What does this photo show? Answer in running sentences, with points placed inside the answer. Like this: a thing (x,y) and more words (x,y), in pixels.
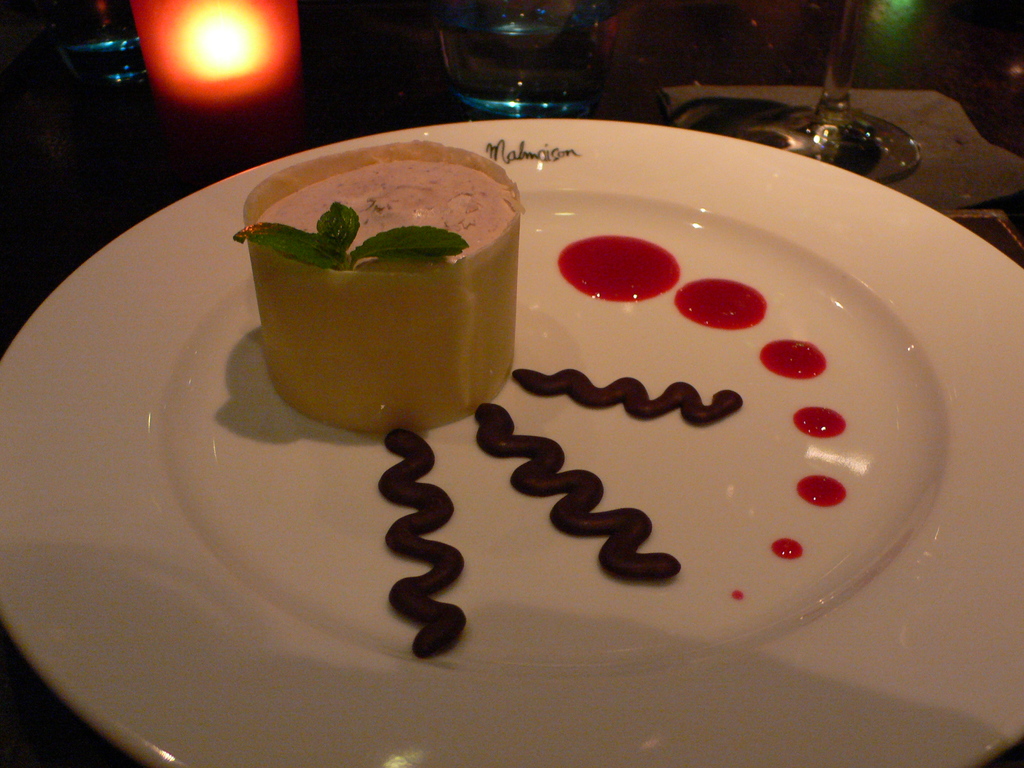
In this image, I can see a candle (267,71), glasses (874,141) and a plate (596,550) in which food items (486,336) are there, maybe on a table (980,40). This image is taken, maybe in a room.
